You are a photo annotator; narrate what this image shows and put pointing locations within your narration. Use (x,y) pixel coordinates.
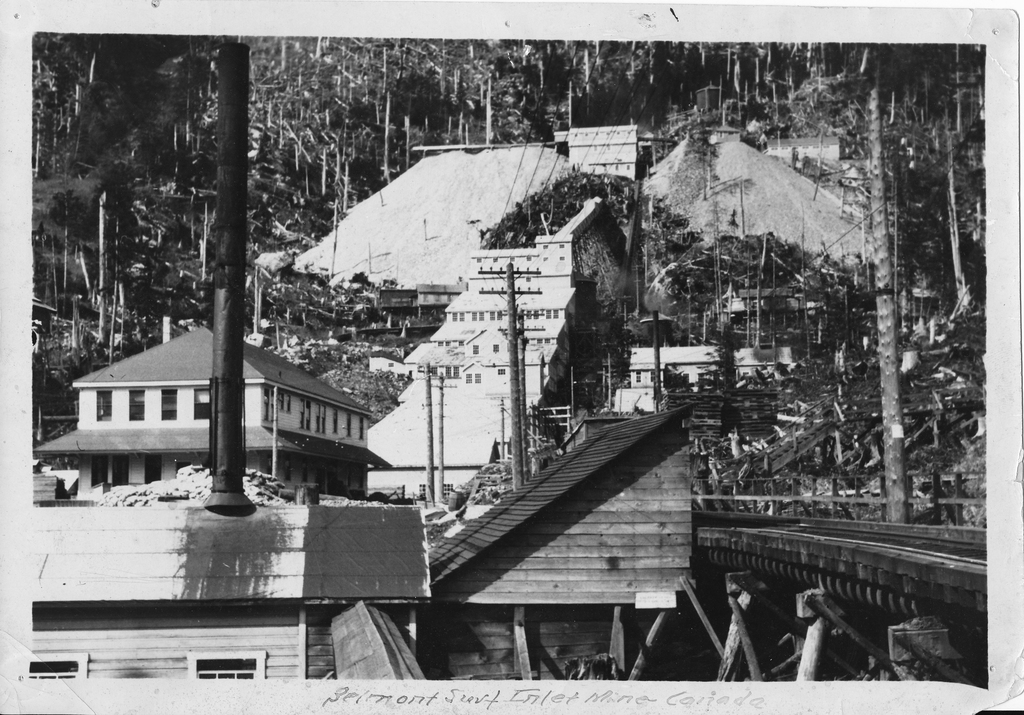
In this image there is a black and white photo, there are buildings (425,304), there are poles (520,374), there is a building (207,592) truncated towards the bottom of the image (274,575), there are trees (856,117), there are trees (199,130) truncated towards the top of the image (83,56), there are trees (111,102) truncated towards the left of the image (73,106), there are trees (935,241) truncated towards the right of the image (914,100), there is an object (957,542) truncated towards the right of the image (751,650), there are objects (608,669) truncated towards the bottom of the image (612,637), there is text (561,697) on the image.
